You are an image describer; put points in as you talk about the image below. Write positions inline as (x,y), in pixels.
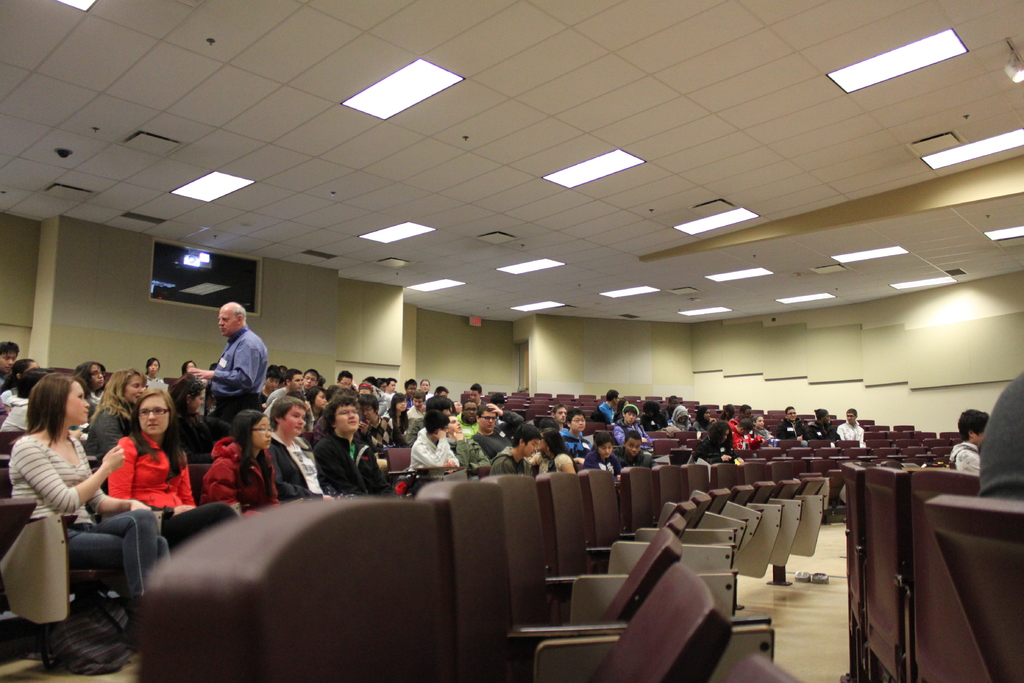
There are a group of people (669,408) sitting in a indoor auditorium (455,375). There is a person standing on the left side (265,344) and he is giving instructions to a woman (184,389). There is a woman (16,479) sitting on the left side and looks like she is having a conversation with another woman (136,485) who is sitting beside to her. This is a roof (455,205) with lighting arrangement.
